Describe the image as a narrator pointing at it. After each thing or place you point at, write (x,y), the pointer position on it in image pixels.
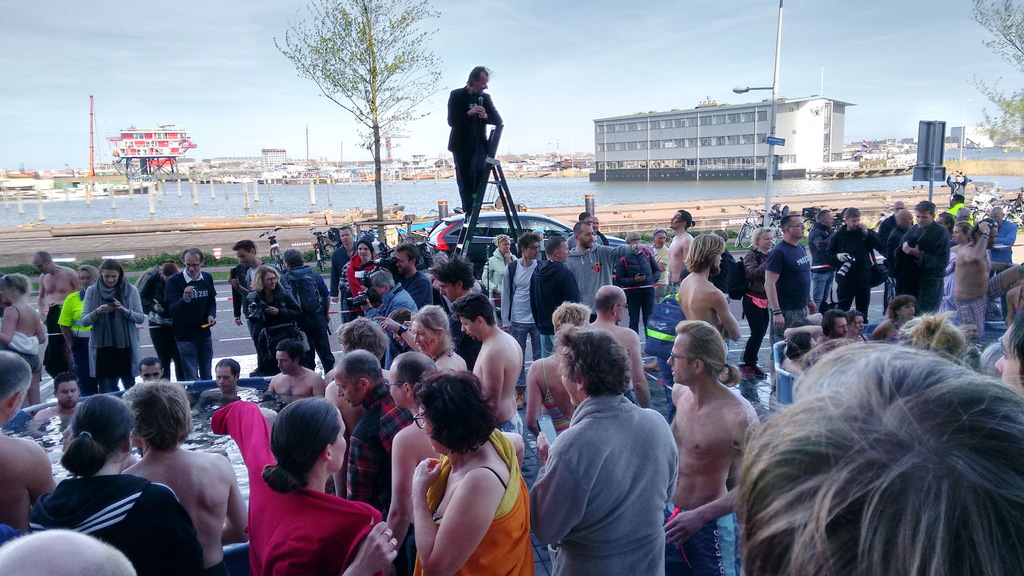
In this image I can see some people (546,369). In the background (281,208), I can see the water (236,200), buildings (722,132) and the sky (626,62).
